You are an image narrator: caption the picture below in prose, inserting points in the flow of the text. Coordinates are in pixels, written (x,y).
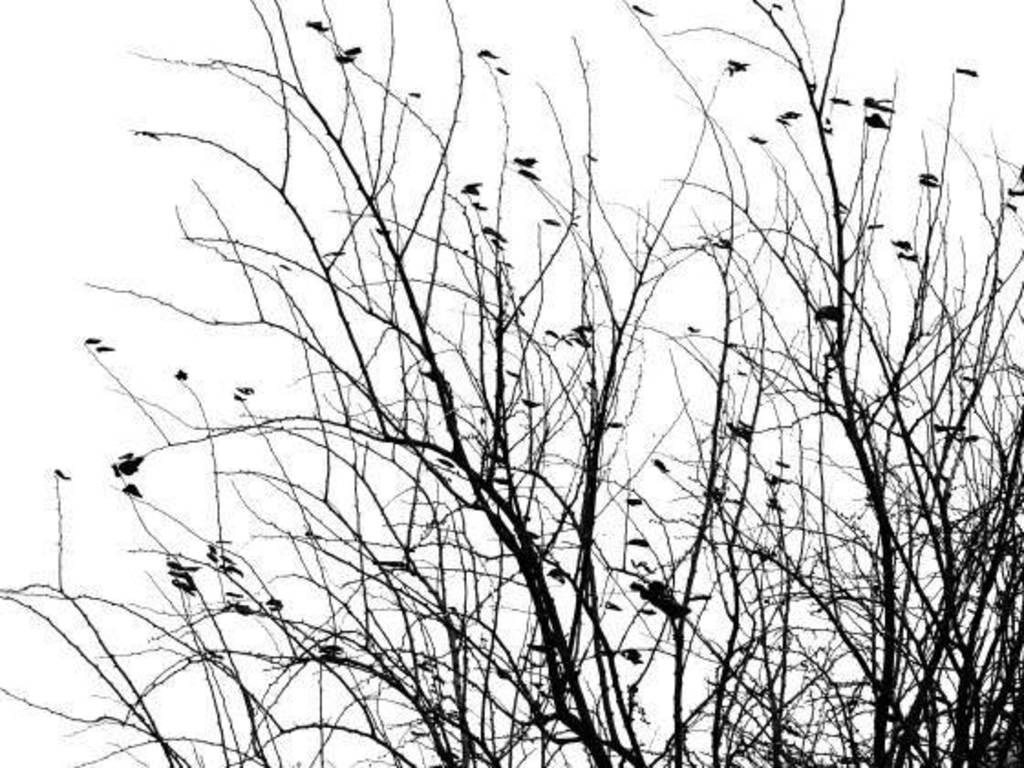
In this image, we can see some leaves (134,454) on the tree (582,702) which is on the white background.
